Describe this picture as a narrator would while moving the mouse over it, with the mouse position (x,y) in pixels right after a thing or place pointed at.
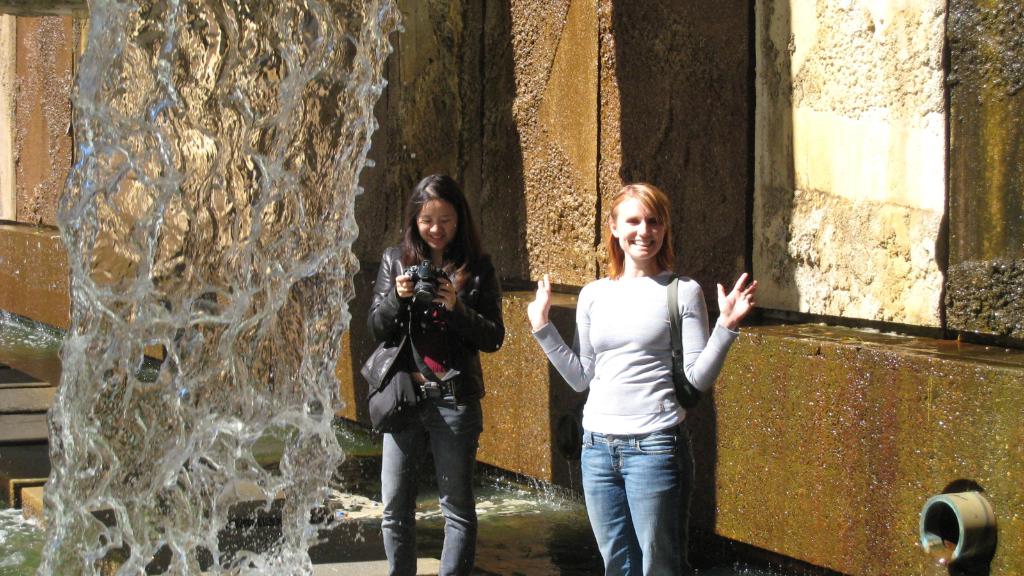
Here I can see two women (637,345) standing and smiling. One woman (652,335) is giving pose for the picture and another woman (453,408) is holding a camera (423,283) in the hands (441,297) and looking at the camera (425,280). On the left side (228,328), I can see waterfalls (192,351). In the background (868,202) there is a wall (613,132).
